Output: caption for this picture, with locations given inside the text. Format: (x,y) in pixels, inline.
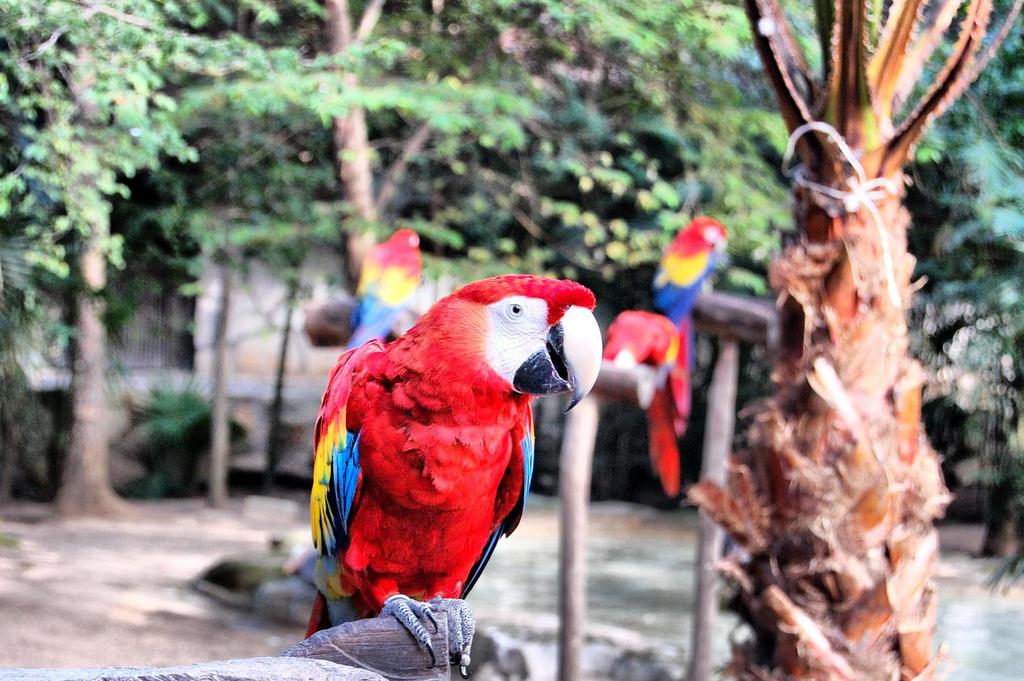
In this image I can see few birds (389,389) in red, yellow and blue color. Background (273,116) I can see trees (413,142) in green color.
